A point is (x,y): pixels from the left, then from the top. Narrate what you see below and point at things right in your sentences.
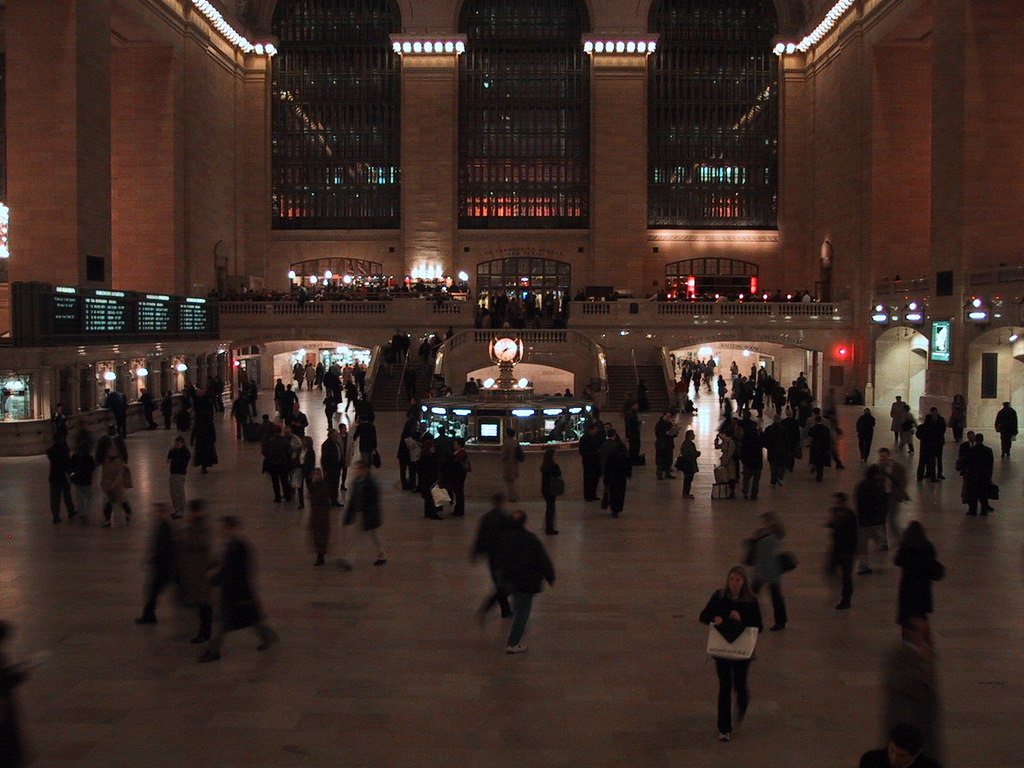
In this image we can see persons (519,520), windows (712,213), computer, lights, floor (180,698), stores (156,406), display (182,326), lights (788,44), doors (482,281), pillars (623,162) and wall (822,193).
